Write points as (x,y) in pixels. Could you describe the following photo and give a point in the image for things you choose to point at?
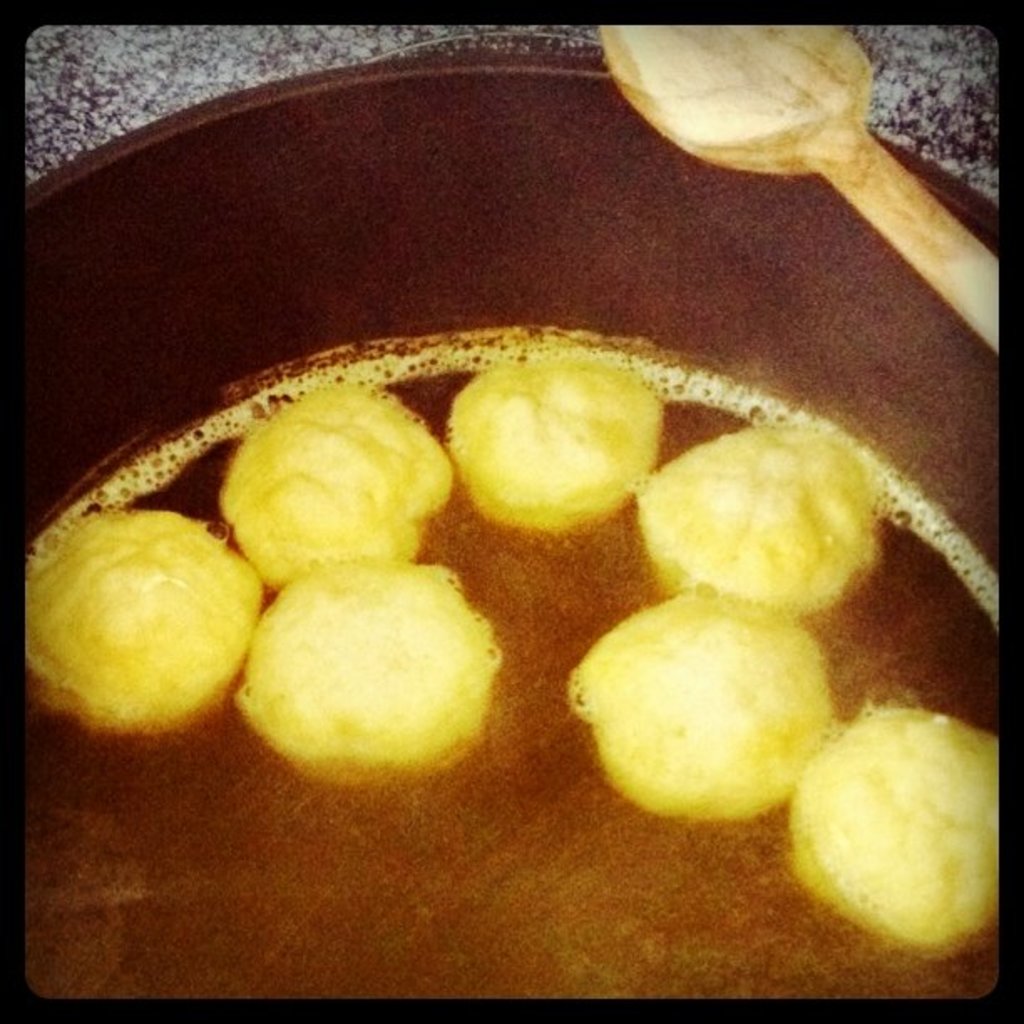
In this picture I can see food (429,622) in the pan (638,256) and I can see a serving spoon (831,176).
